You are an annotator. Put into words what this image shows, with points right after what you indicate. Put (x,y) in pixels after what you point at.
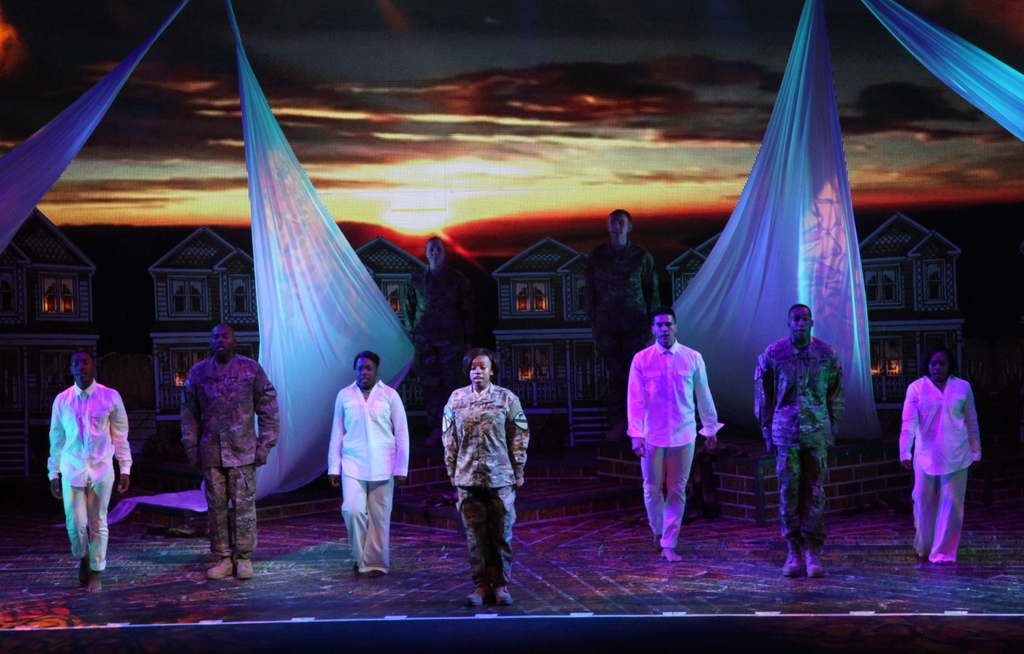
In this picture we can see a few people (386,546) are standing on the stage (703,616). There are some curtains (308,214) and houses (222,315) in the background (499,291). Sky (577,115) is cloudy.
